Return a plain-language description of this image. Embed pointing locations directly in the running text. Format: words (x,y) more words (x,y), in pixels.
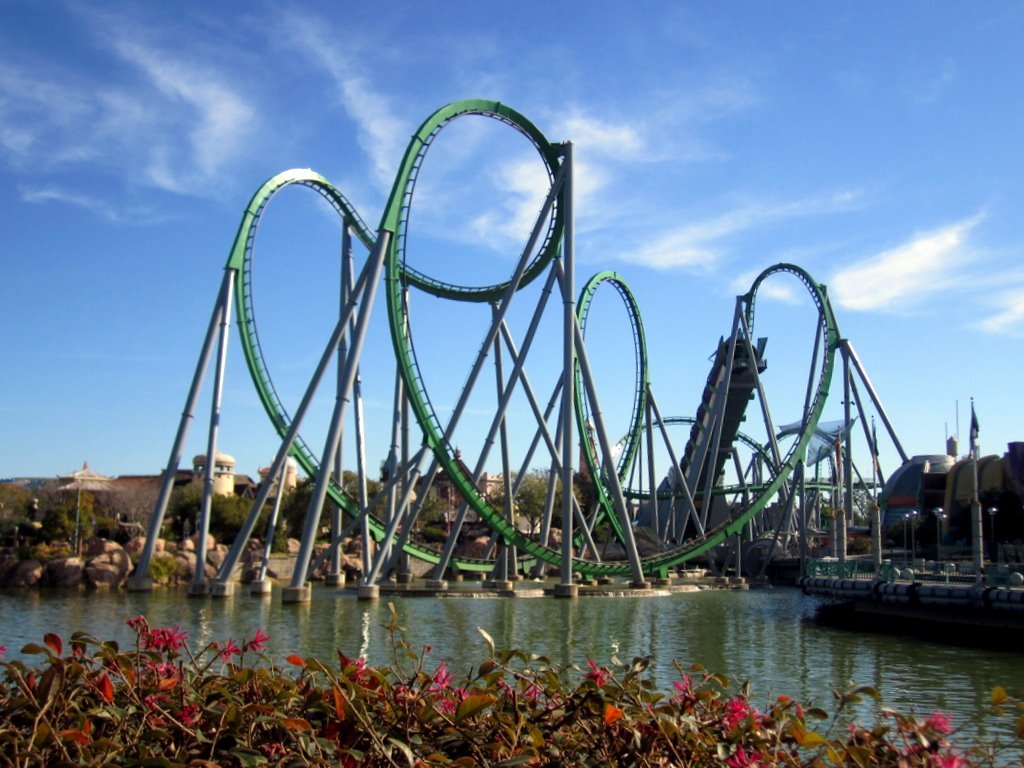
In this image there is a sky (662,462), there is a rollercoaster (706,521), there are rocks (131,564), there are trees (271,502), there are plants (396,699), there are flowers (163,674), there is a river (635,627).
